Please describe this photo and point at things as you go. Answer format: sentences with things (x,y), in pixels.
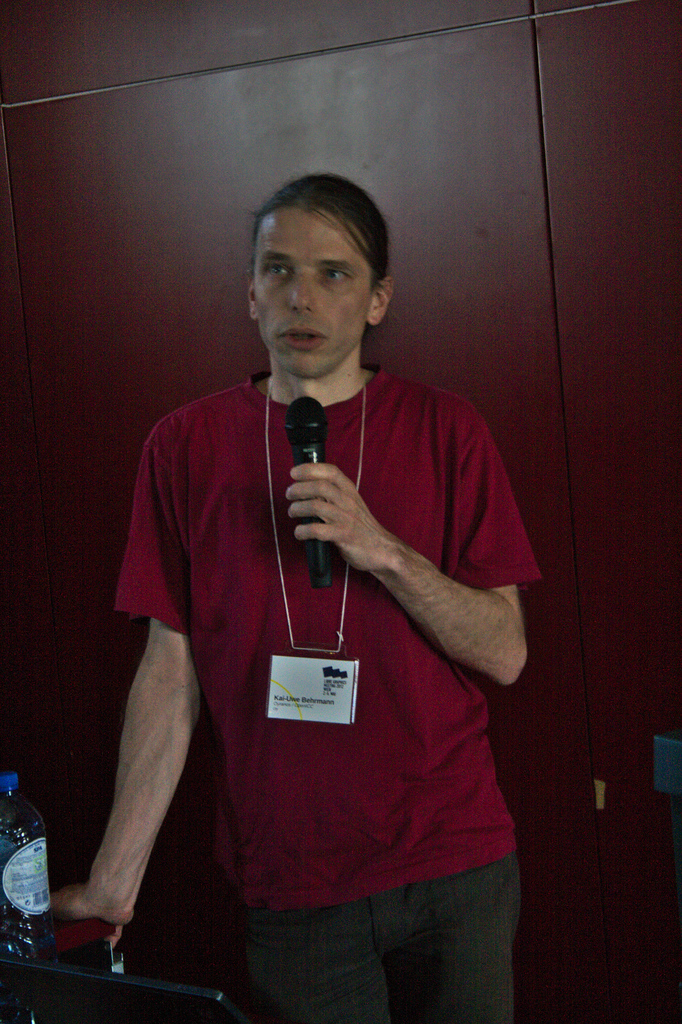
In this picture a red shirt guy (209,530) is holding a mic (309,420) in his hand (317,469) and talking. To the left side of the image (28,909) there is a water bottle (21,902) and the guy (245,704) is wearing a white color identity card (285,684).
